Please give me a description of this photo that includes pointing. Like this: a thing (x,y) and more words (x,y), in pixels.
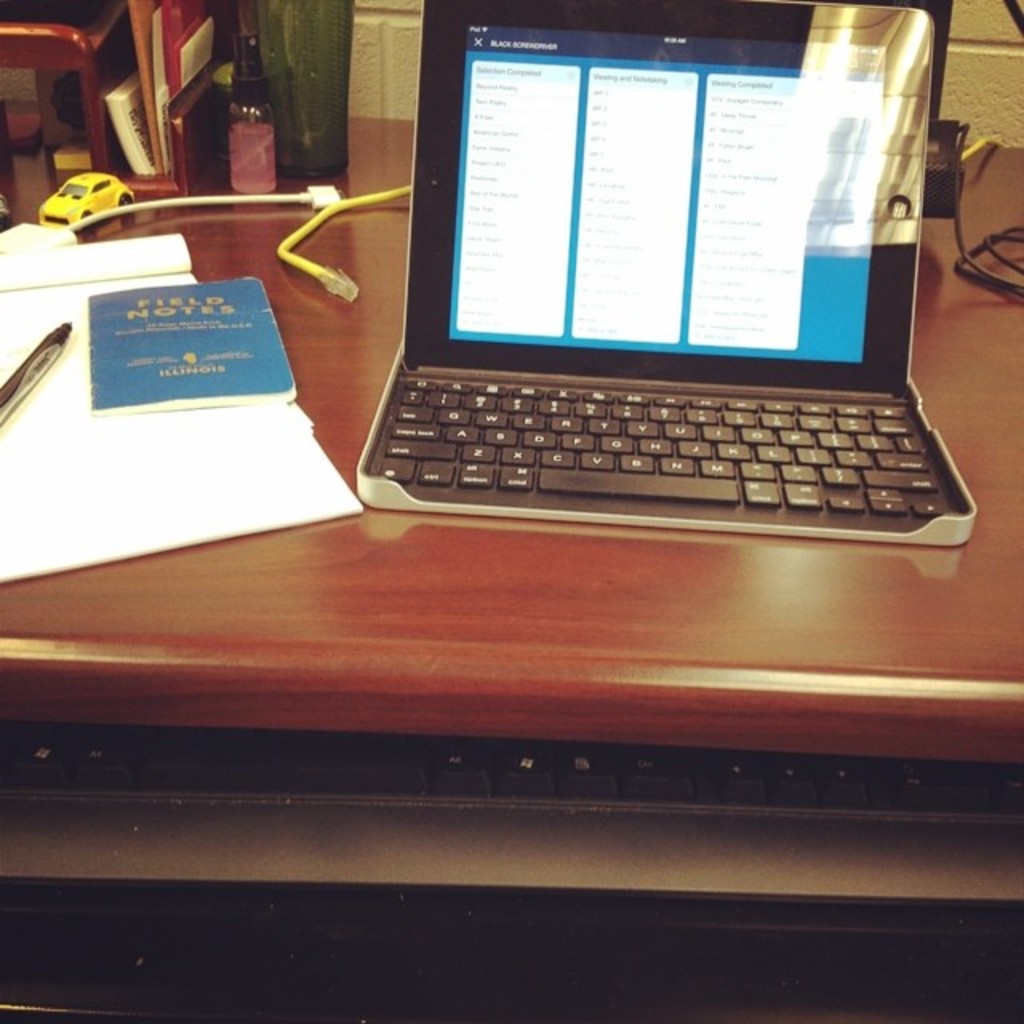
In this picture we can see a table (477,657). On the table (598,558) there is a laptop (598,278), book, and a paper (141,457). And this is the toy (99,185).
